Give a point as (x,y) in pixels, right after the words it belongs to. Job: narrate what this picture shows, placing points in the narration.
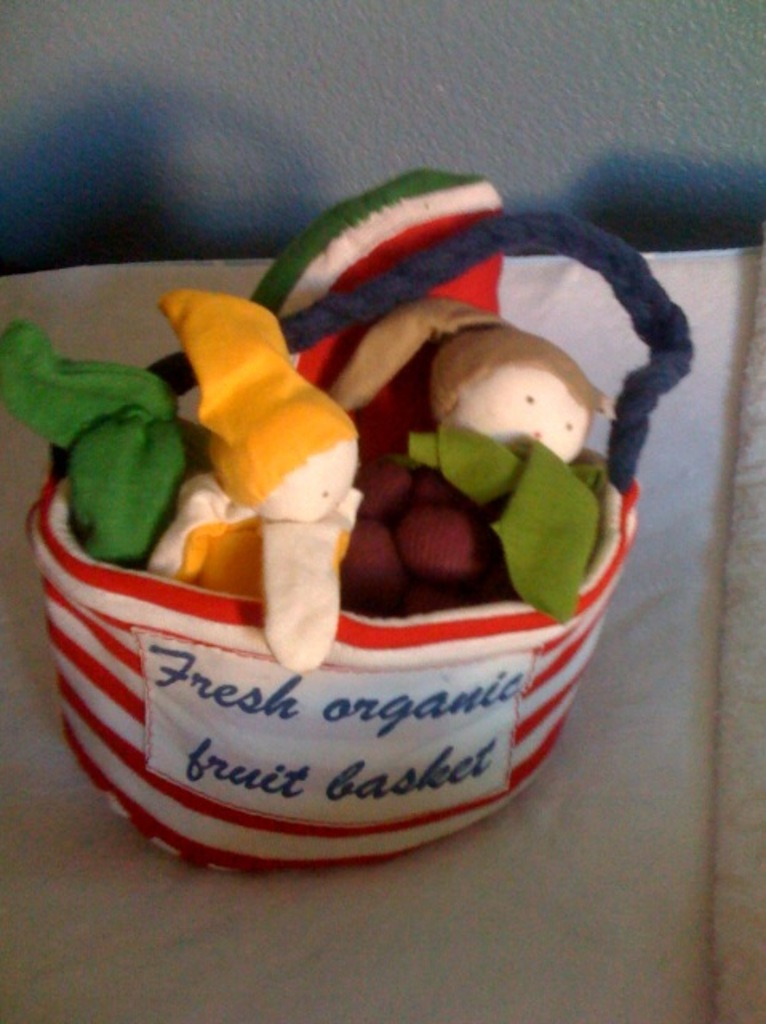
This picture contains a small basket (250,669). This basket (113,663) is in red and white color. In the basket (111,693), we see dolls (223,444) which are in green, yellow and brown color. This basket (300,754) is placed on the white cloth (474,833). In the background (528,145), we see a grey color wall (314,143).
